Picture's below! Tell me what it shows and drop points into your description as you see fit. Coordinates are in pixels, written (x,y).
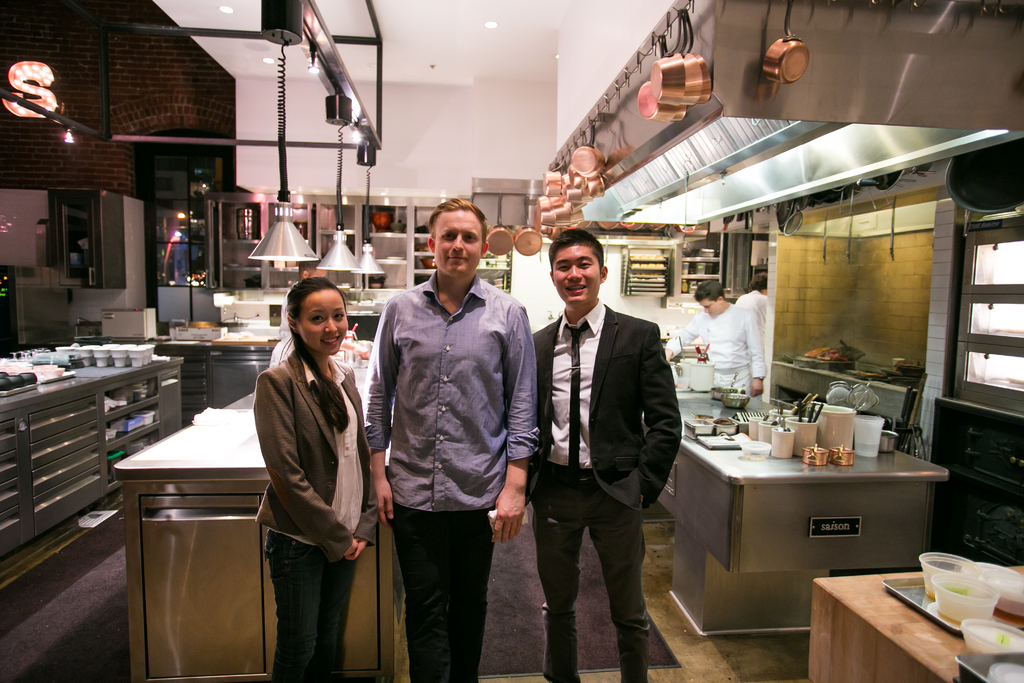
This picture is clicked inside the room (600,543). In the center (373,404) we can see the three persons (468,287) standing on the floor (654,610) and we can see the table (916,625) on the top of which some objects (992,616) are placed and we can see the counters (794,485) on the top of which utensils (808,423) and many other objects (892,441) are placed. At the top (491,17) we can see the roof (525,19) and the ceiling lights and we can see the lamps (297,237) hanging on the metal rods (328,71) and we can see the utensils (562,209) and pans (567,197) hanging on the wall (606,62) and we can see the cabinets (688,256) containing many number of objects (702,262) and we can see the group of persons (745,312) and some food items (648,257) and many other objects (242,324). In the background (151,238) we can see the lights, window (178,264), door (175,249) and some other objects (216,302).
